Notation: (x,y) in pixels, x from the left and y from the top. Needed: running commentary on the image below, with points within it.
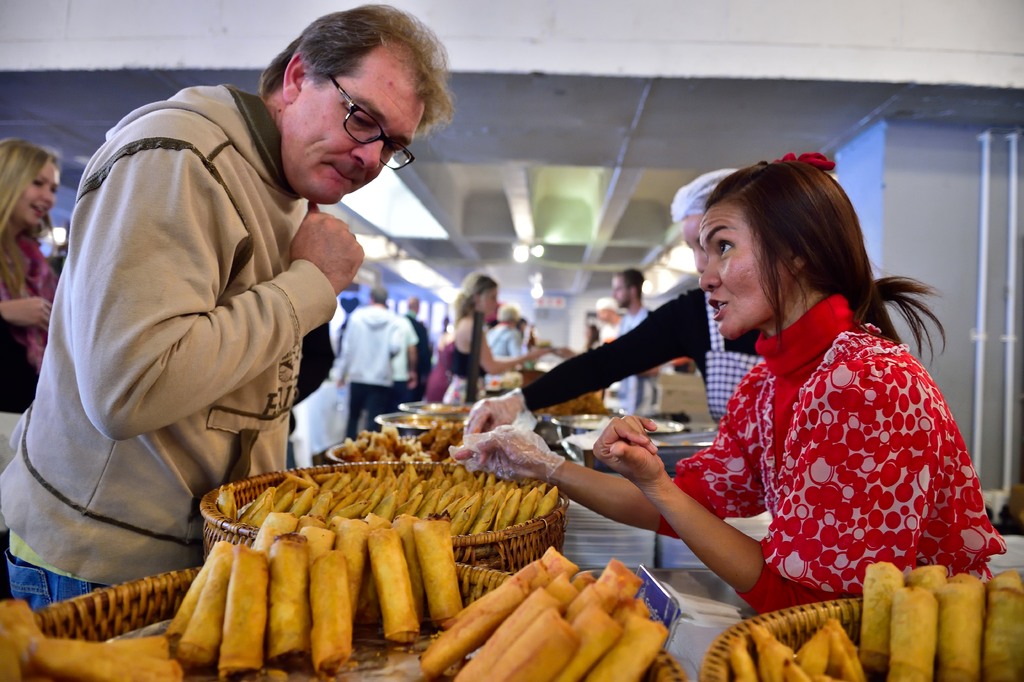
In this image, we can see food items (423,490) in the baskets (455,518) and containers (425,406) and there are plates (605,521) and some other objects (690,594). In the background (361,399), there are many people (250,264) and one of them is wearing a coat (176,233) and glasses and some are wearing gloves (516,405), caps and coats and we can see some lights (520,249) and there are pipes (980,292) on the wall (895,219). At the top (491,177), there is a roof (512,201).
